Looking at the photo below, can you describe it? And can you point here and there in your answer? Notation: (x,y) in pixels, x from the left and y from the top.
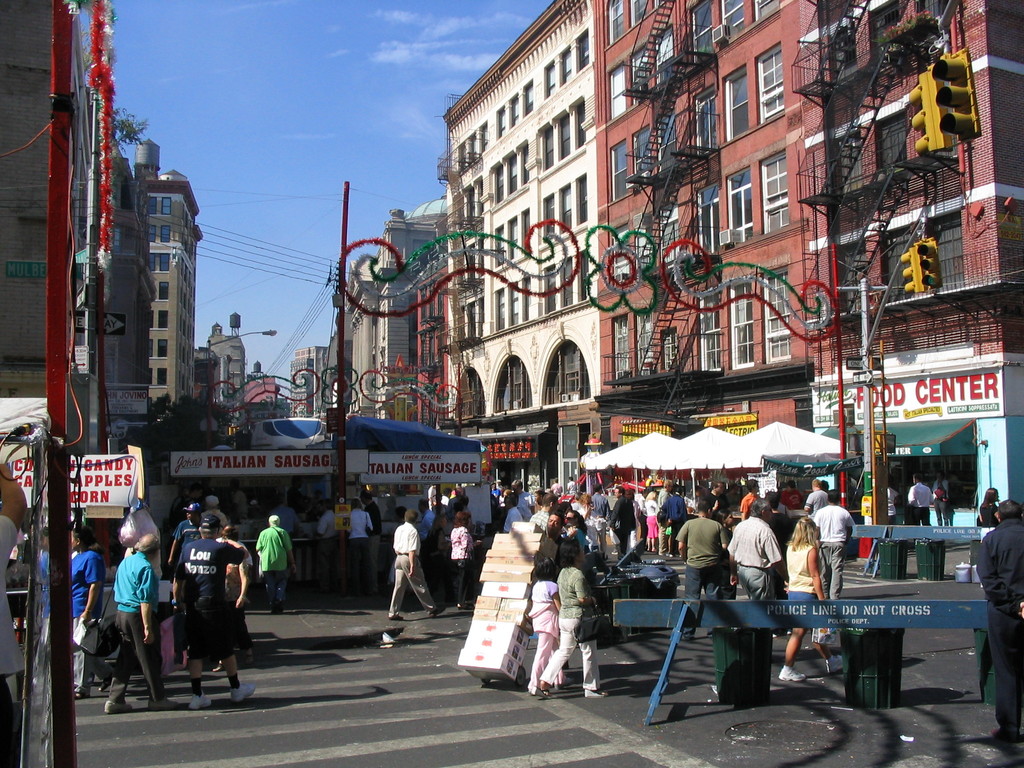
In this image we can see there are buildings (353,342) and stalls (439,463). In front of the stalls (296,578) there are a few people (572,512) standing and some are walking on the road (460,611). In the background (203,106) there is a sky (190,97).
